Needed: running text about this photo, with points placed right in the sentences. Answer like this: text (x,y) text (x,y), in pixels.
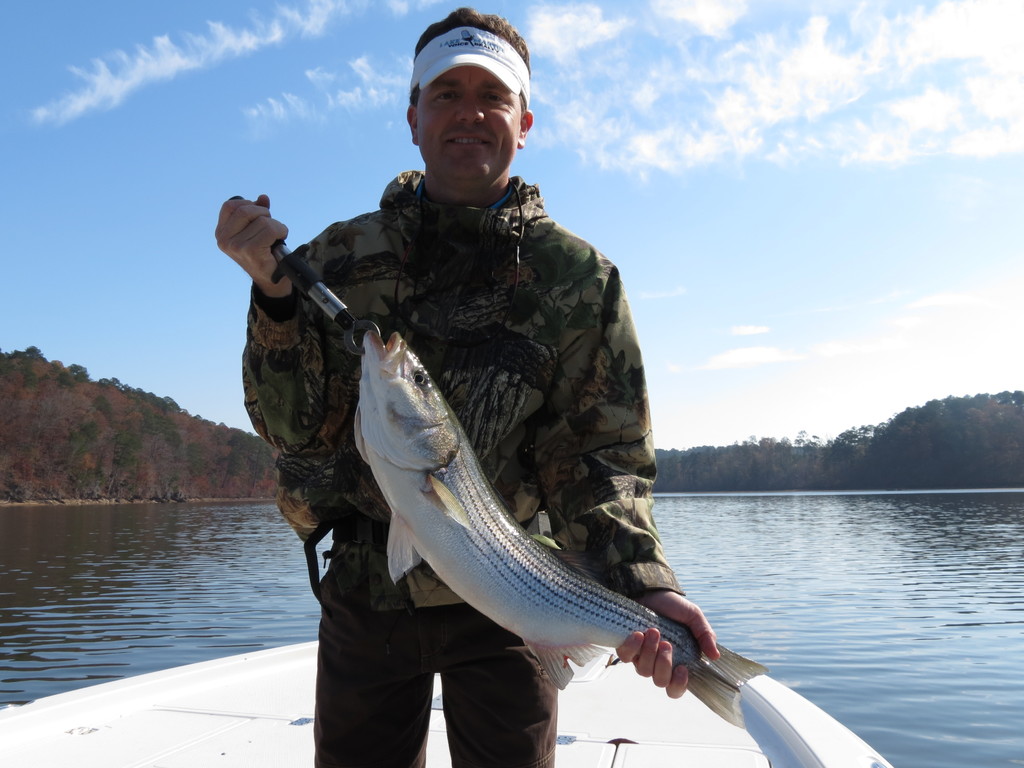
In the picture I can see a man (529,383) is standing on a boat (436,705) and holding a fish (503,624) in the hand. The man (585,518) is wearing a jacket (456,340), a shirt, a white color cap (442,70) and pant (426,725). In the background (670,356) I can see the sky (744,315), trees (735,469) and the water (274,634).
